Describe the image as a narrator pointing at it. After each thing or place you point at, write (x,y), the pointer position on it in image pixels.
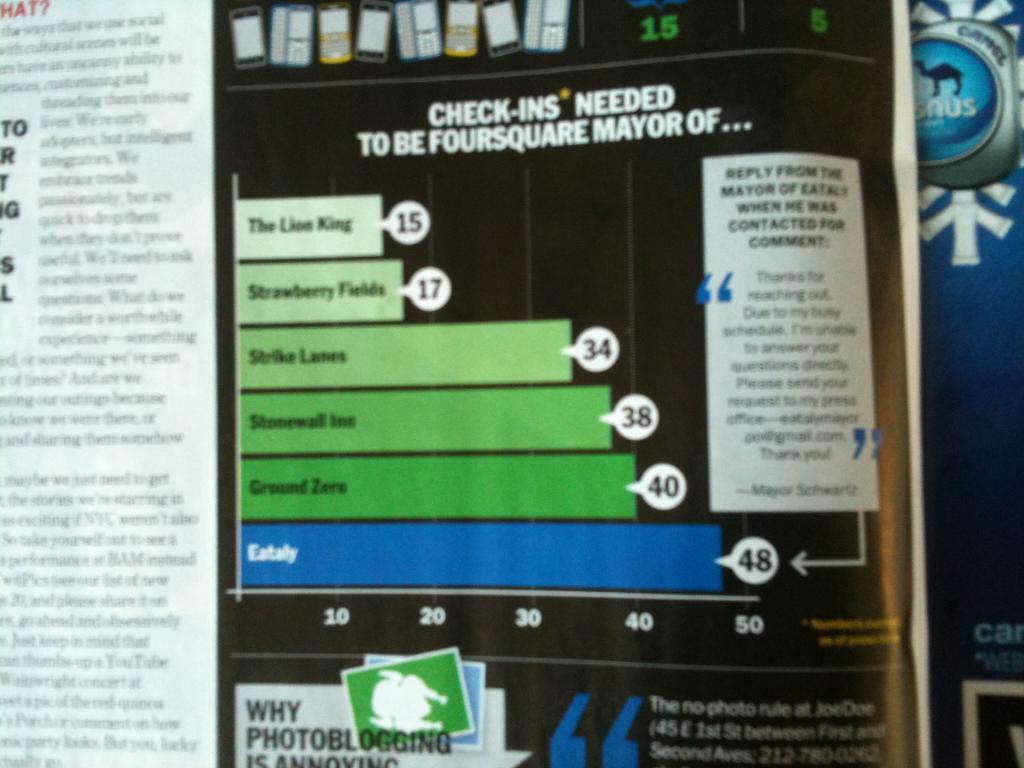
Here in this picture we can see a book (691,310) present over a place and we can see some text (140,24) and pictures (445,346) printed on it.
